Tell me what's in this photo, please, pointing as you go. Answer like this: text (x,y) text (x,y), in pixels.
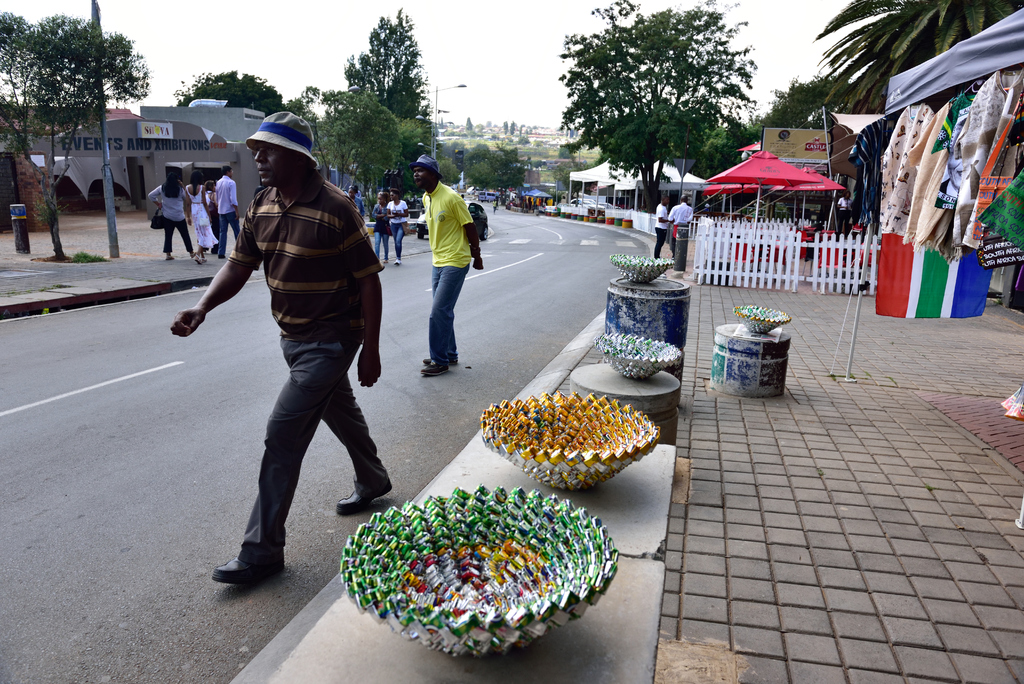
In this image we can see there is a group of people (375,479) walking on the road (259,410), on the right side of the road (530,282), there are trees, stores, objects (519,639) which look like bowls (391,574) are placed on a surface (729,381), tents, railings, boards (680,164) and people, on the left side of the road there are houses (231,147), a few people (154,190) and trees (10,73).
